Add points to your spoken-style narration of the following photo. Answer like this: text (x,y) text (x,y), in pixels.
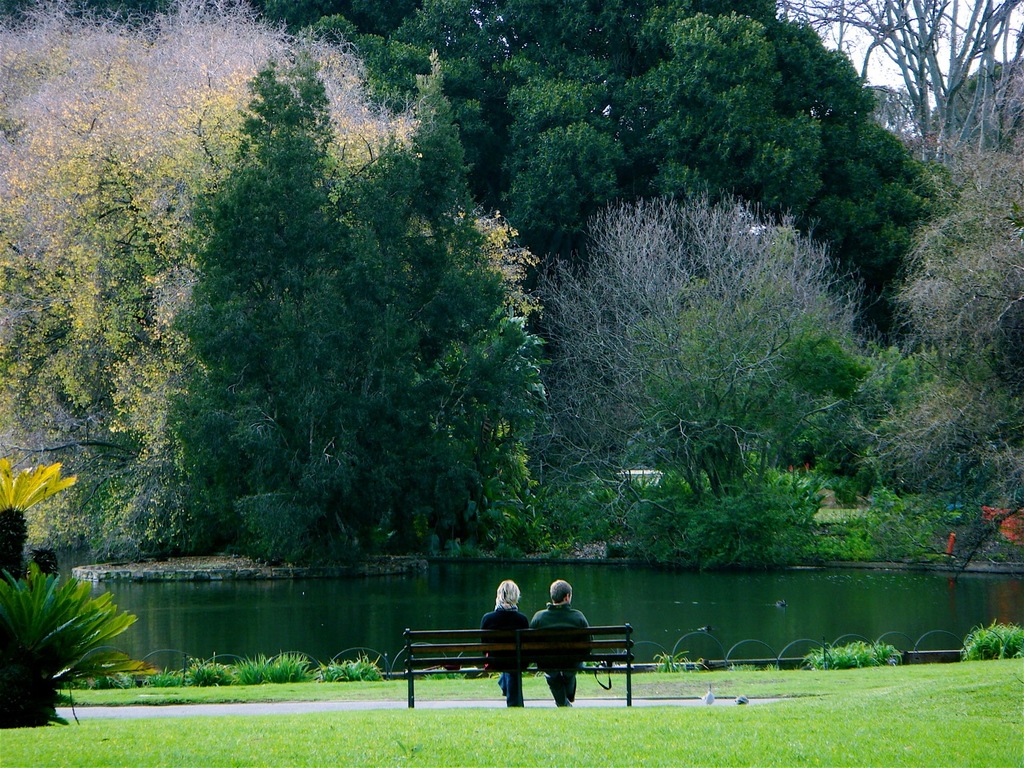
At the bottom of the image (420,723) on the ground (530,724) there is grass (430,689). There is a bench (538,642) with two persons (540,627) sitting on it. And also there are bushes (20,684). In front of them there is railing (945,632). Behind the railing (649,660) there is water (918,634). Behind the water (418,581) there are trees (850,383).
